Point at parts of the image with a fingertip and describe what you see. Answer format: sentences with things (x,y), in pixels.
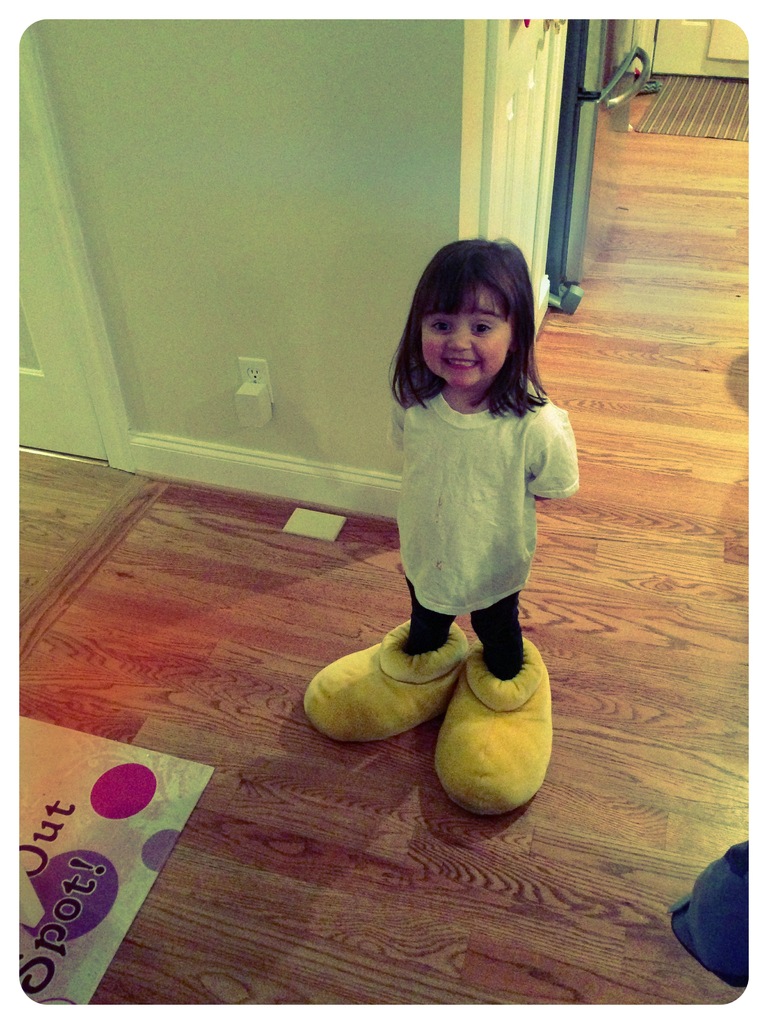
Here we can see a girl (460,528), kept her two legs (444,639) in the shoes (447,671). In the background (262,265) there is an adapter (239,413) to a socket (246,381) on the wall (196,282), door (527,121), a metal item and there is a mat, paper (69,871) and an object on the floor (621,625).
